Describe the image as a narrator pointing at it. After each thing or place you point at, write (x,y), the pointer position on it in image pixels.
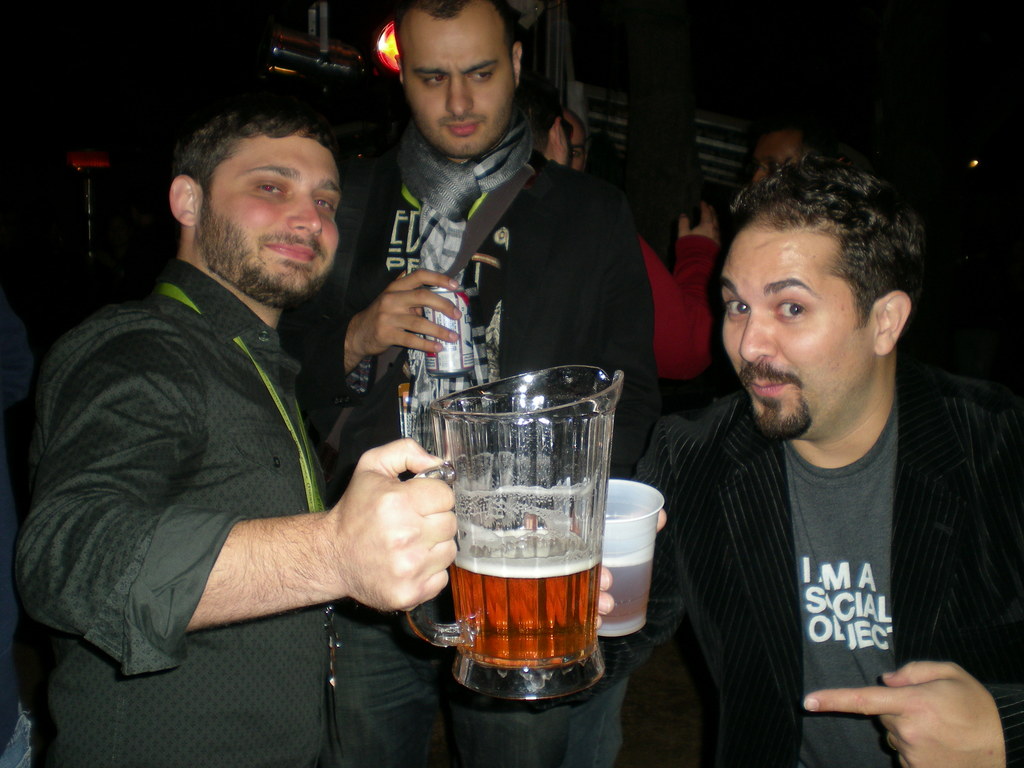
there are few people (541,363) in this image. a person (235,420) at the left (208,423) is wearing a green shirt (194,430) and holding beer glass (534,468) in his hand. the person (716,518) at the right (722,562) is wearing black blazer (714,575), holding a glass (633,534).
